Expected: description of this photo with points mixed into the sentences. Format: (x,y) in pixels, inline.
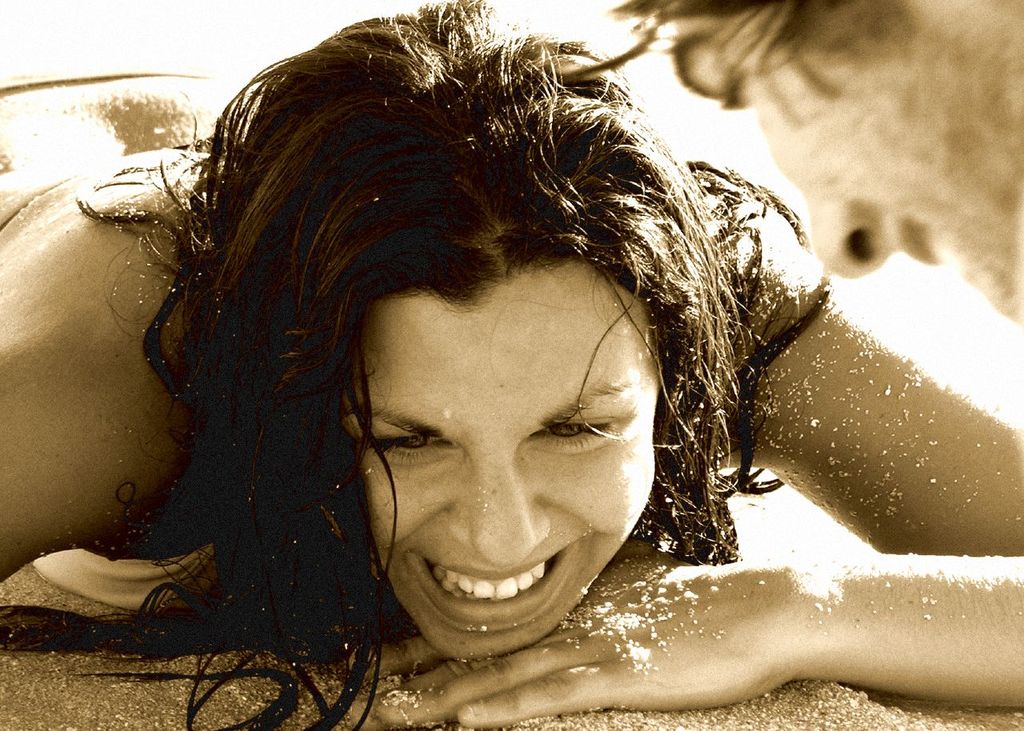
In this picture we can see a woman (178,126), she is smiling. At the bottom (313,711) there is sand (836,707). On the right (958,157) we can see a person's face (890,175).
